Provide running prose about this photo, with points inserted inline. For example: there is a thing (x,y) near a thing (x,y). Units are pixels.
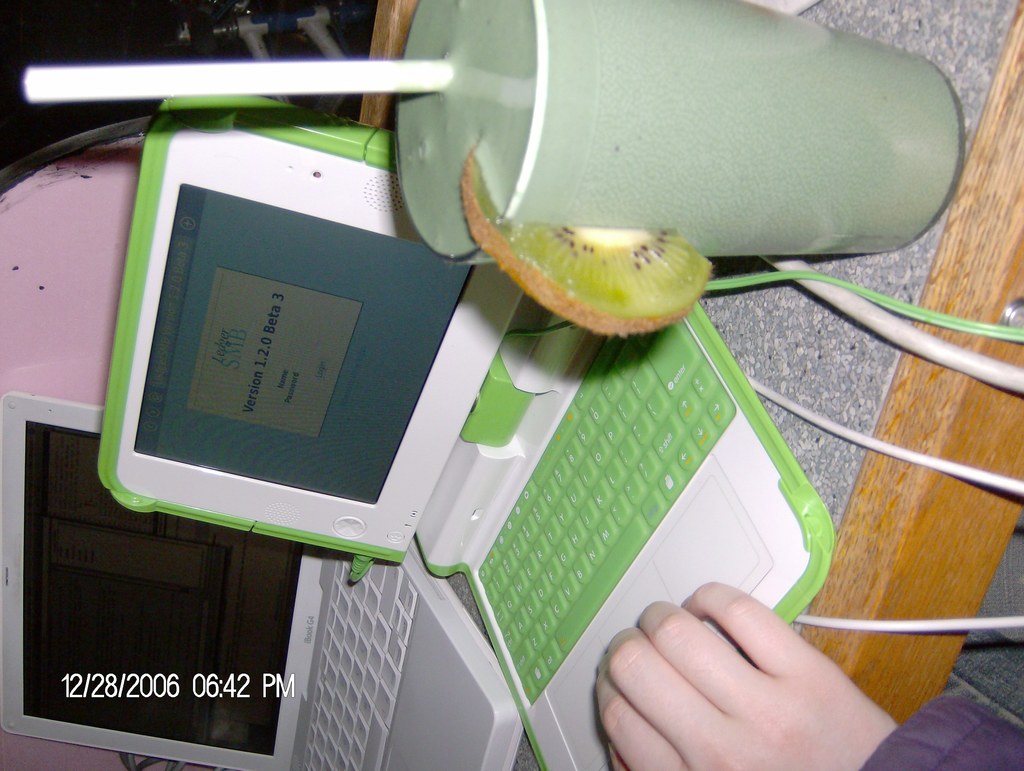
In the foreground (790,130) I can see a table (953,382) on which laptops (555,522), juice glass (718,236) and wires (864,442) are there. And a person's hand (823,671) is visible. This image is taken in a room (403,511).
